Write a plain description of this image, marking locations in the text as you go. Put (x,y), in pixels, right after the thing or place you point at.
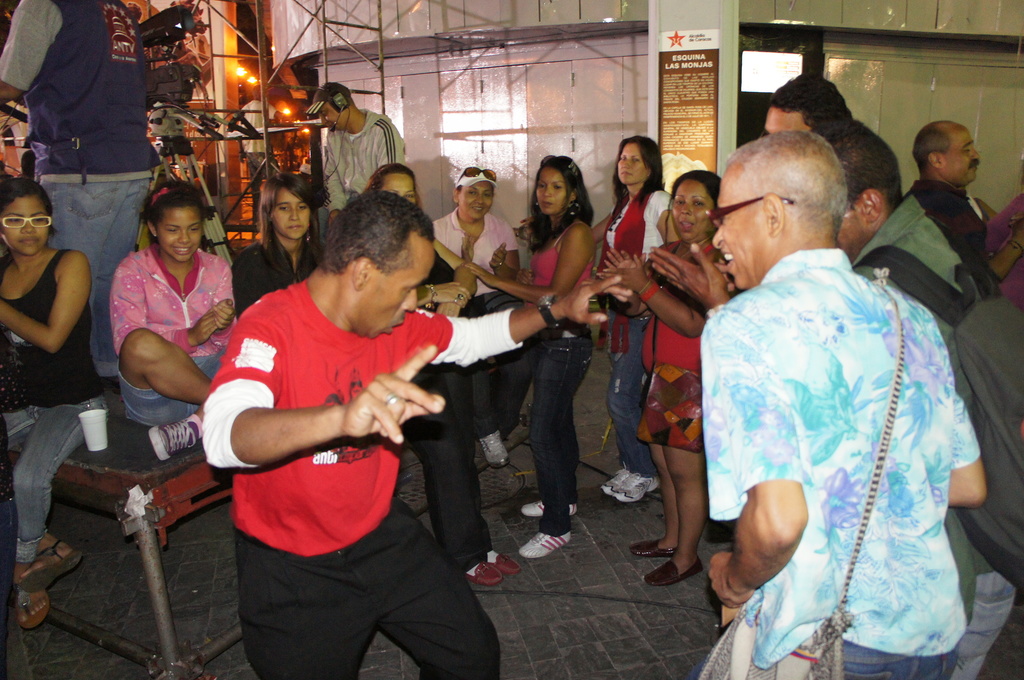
In the foreground of this image (278,475), there is a man (273,588) dancing and around him, there are persons (581,255) clapping, few (254,244) are sitting and few (860,368) are standing. In the background (386,144), there is a man (364,144) sitting, wearing headset (342,103) and the mic (337,124) and also another man (110,113) standing on the table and there is also a camera (177,100) to the stand (177,119). We can also see the wall (547,59) and a board (691,57) in the background (620,93).
